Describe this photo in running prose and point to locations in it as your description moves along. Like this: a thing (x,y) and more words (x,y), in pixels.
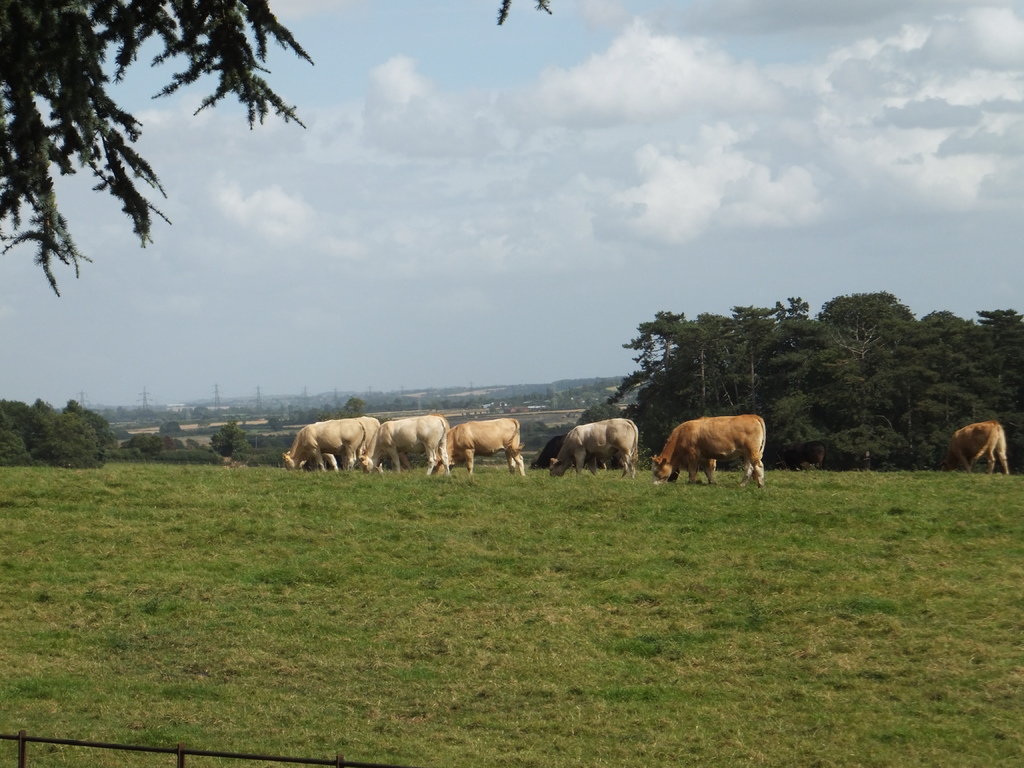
There are cows (630,457) on the ground (574,515). This is grass (342,664). Here we can see plants (882,404) and trees (920,394). In the background (391,389) there is sky (502,236) with clouds (728,209).
